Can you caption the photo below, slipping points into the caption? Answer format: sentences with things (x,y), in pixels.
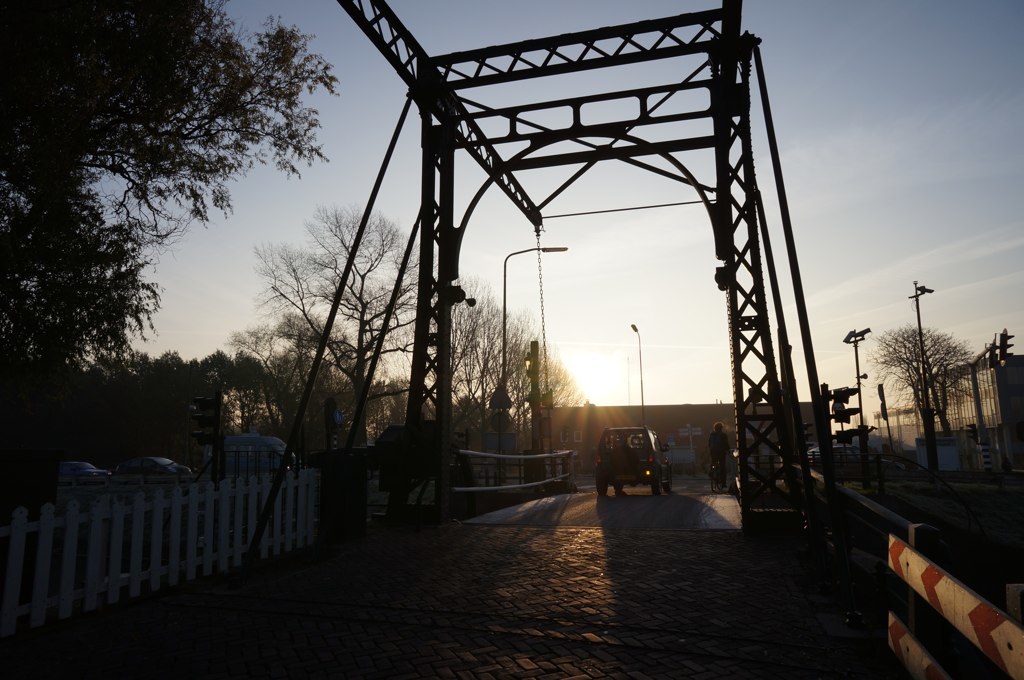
In this image, we can see trees (232,80), vehicles (613,439) on the road (520,518) and there are light poles (920,319), a fence (206,491) and there is an arch (827,497) and we can see a person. At the top (835,135), there is sky (869,186).
